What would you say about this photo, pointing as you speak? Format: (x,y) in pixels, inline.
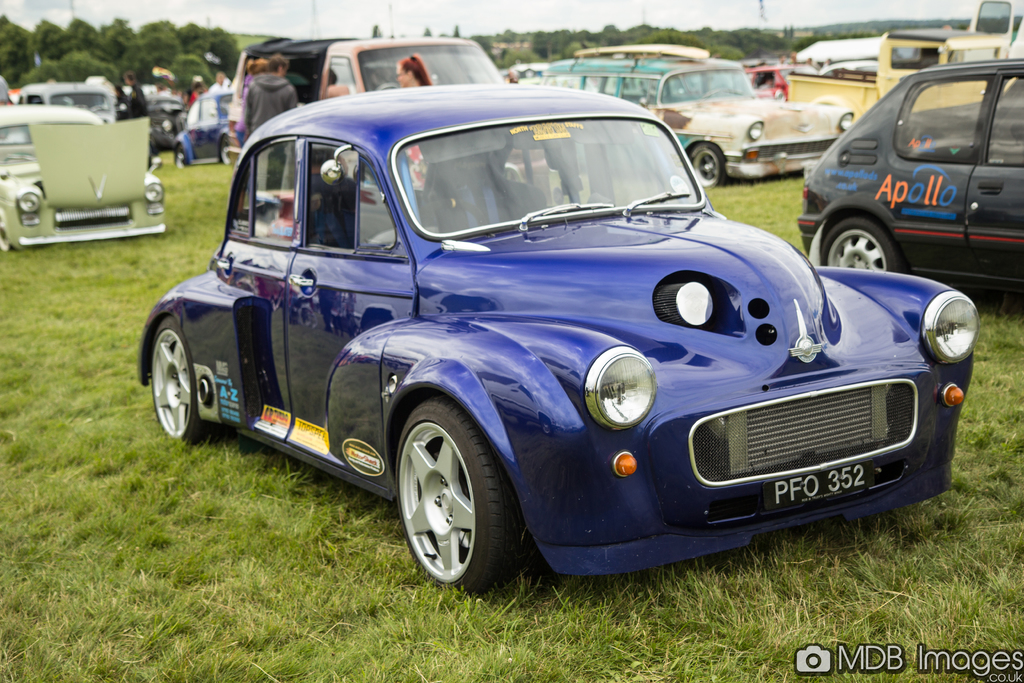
This picture is clicked outside. In the center (514,337) we can see the group of vehicles (313,54) seems to be parked on the ground (123,489) and we can see the group of persons (251,98) and the ground (194,219) is covered with the green grass (834,545). In the background (839,10) there is a sky (114,16) and we can see the trees (759,40). In the bottom right corner (886,656) there is a text (863,656) on the image.
